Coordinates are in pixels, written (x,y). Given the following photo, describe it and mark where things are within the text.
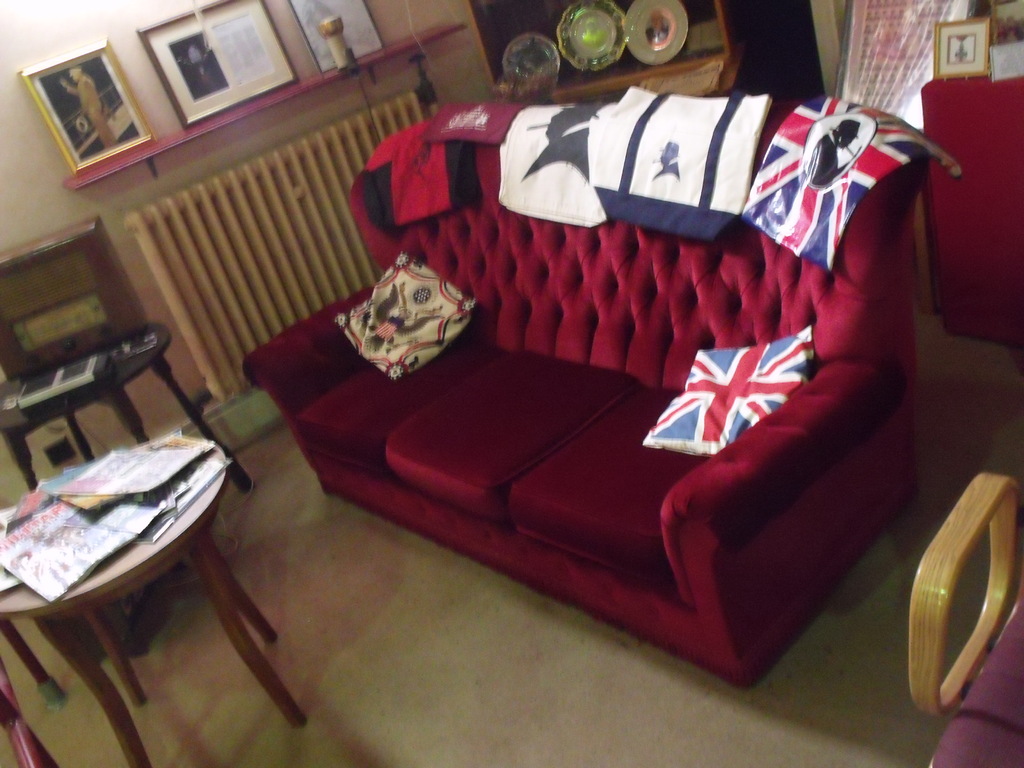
This is an image clicked inside the room (348,626). In the middle of the image (557,411) I can see a couch (546,441) and there are two pillows (703,384) on that. In the background (28,163) there is a wall (153,80), some frames (183,99) are attached to that wall (83,14). On the left side of the image (126,564) there is a table (156,553). On that table (167,537) few books (162,499) and papers (78,497) are there. On the right side of the image (929,620) there is a chair (984,717).
